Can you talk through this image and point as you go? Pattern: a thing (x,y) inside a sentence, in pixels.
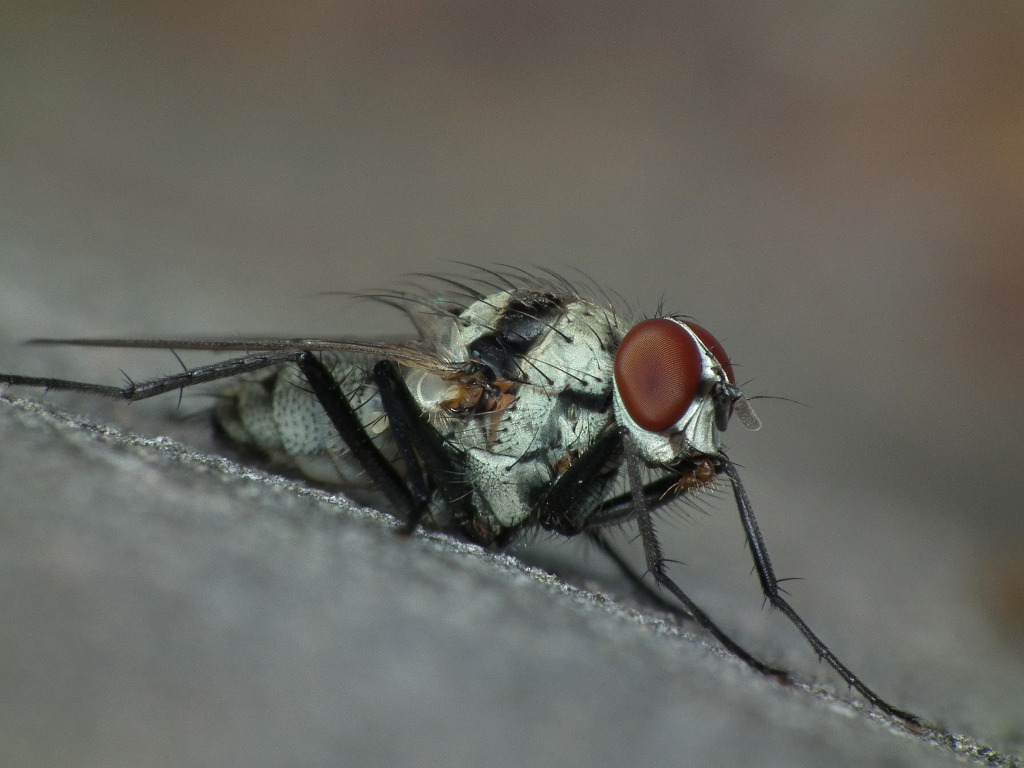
In the center of the image (547,449), we can see a housefly (507,470).
